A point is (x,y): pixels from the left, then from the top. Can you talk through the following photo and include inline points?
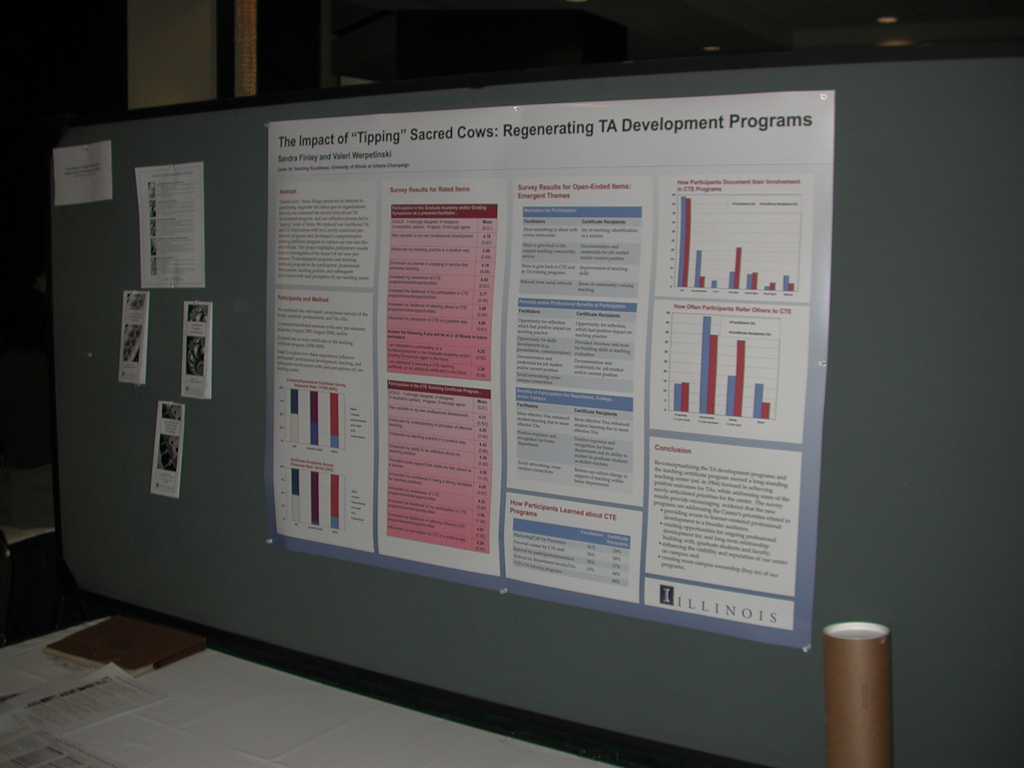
This picture contains a grey color board (629,681) on which chart (504,213) with text (540,285) written on it and many posters (157,481) are pasted. At the bottom of the picture (198,662), we see a white table (168,700) on which book (141,629) and papers (90,763) are placed. Behind the board (513,663), we see a pillar (213,60) and it is dark in the background (111,91).
